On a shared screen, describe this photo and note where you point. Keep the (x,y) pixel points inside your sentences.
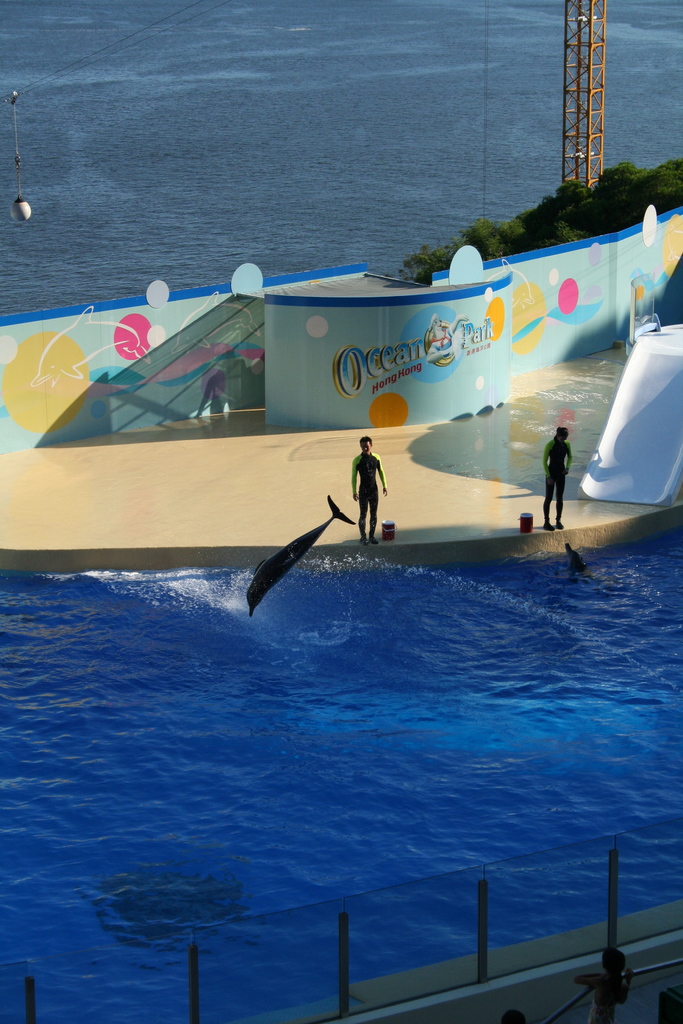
As we can see in the image there are water (205,212), current pole (576,163), trees (648,189), two people (569,453) standing over here, a dolphin (295,564) and banners (314,376).
